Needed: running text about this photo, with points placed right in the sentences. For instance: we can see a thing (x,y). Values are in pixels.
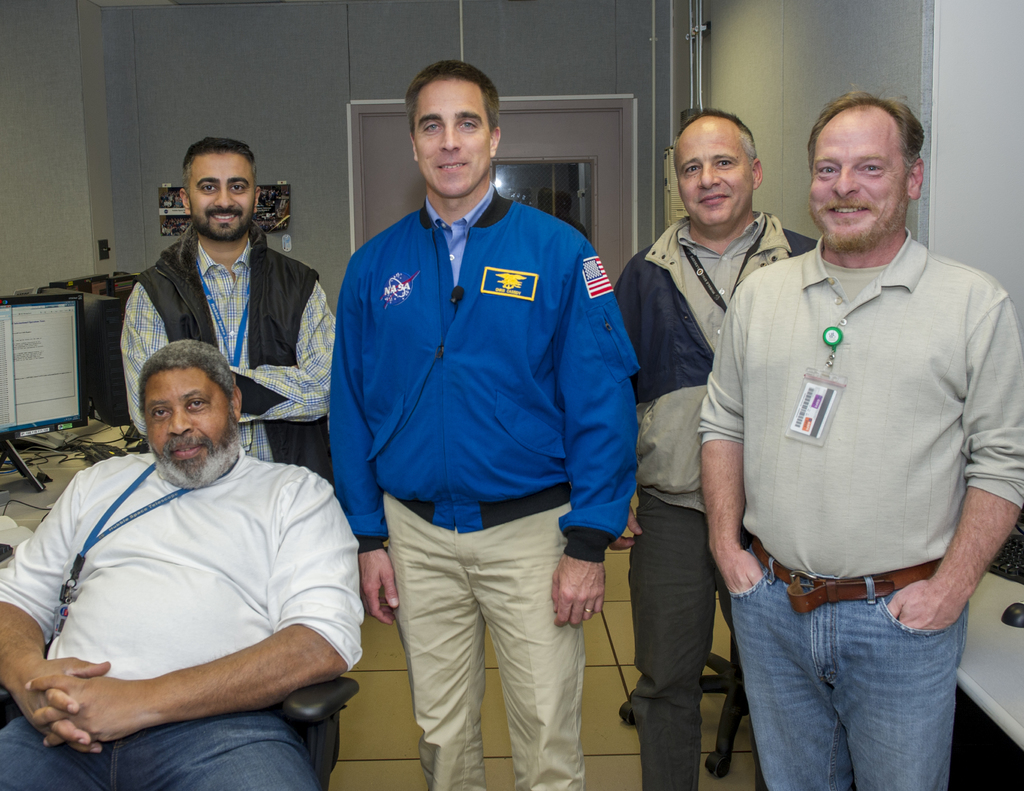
In this image I can see few people (624,327) standing and one person (319,676) is sitting on the chair (304,691). They are wearing different color dress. I can see systems (57,330), CPU (100,343), mouse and few objects (48,451) on the table (46,489). I can see a glass window (574,185) and wall (146,114).
